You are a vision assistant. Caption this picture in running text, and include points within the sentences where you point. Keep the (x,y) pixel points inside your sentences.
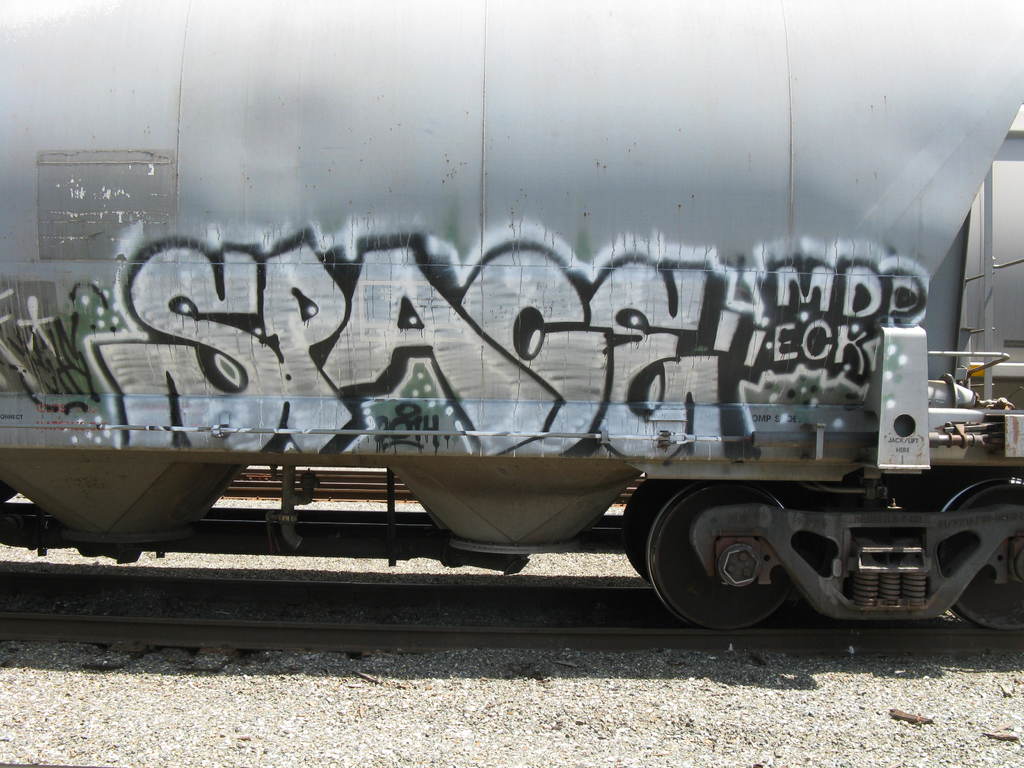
In this image there is graffiti (565,249) on the train (468,471) which is on the railway tracks (297,629).
